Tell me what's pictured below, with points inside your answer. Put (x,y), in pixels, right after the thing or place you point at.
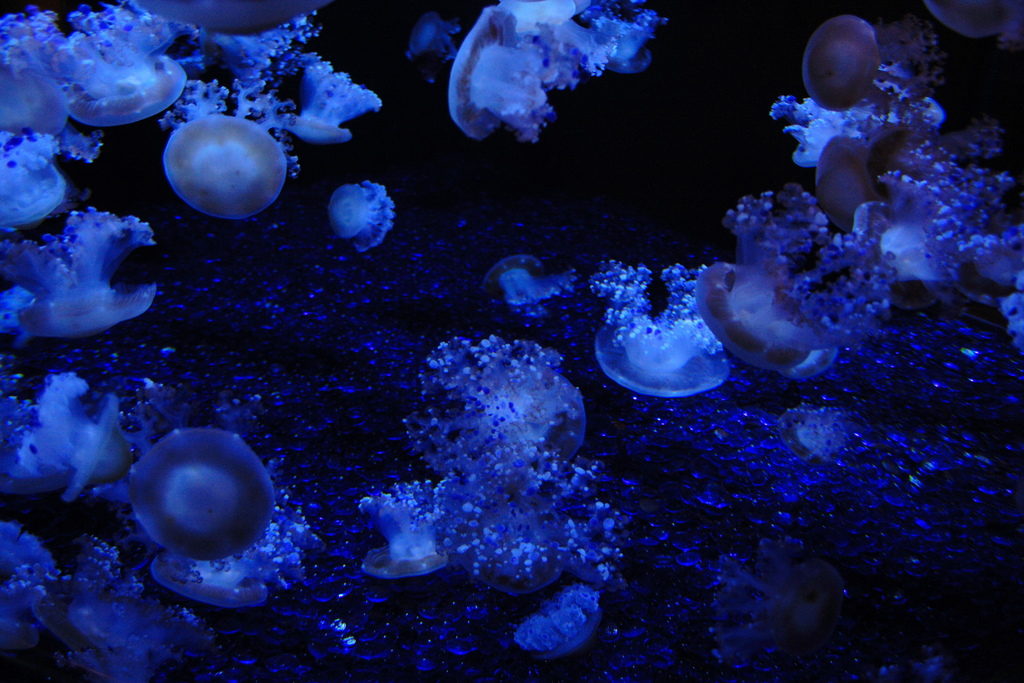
In this picture we can see jellyfishes (693,293).
